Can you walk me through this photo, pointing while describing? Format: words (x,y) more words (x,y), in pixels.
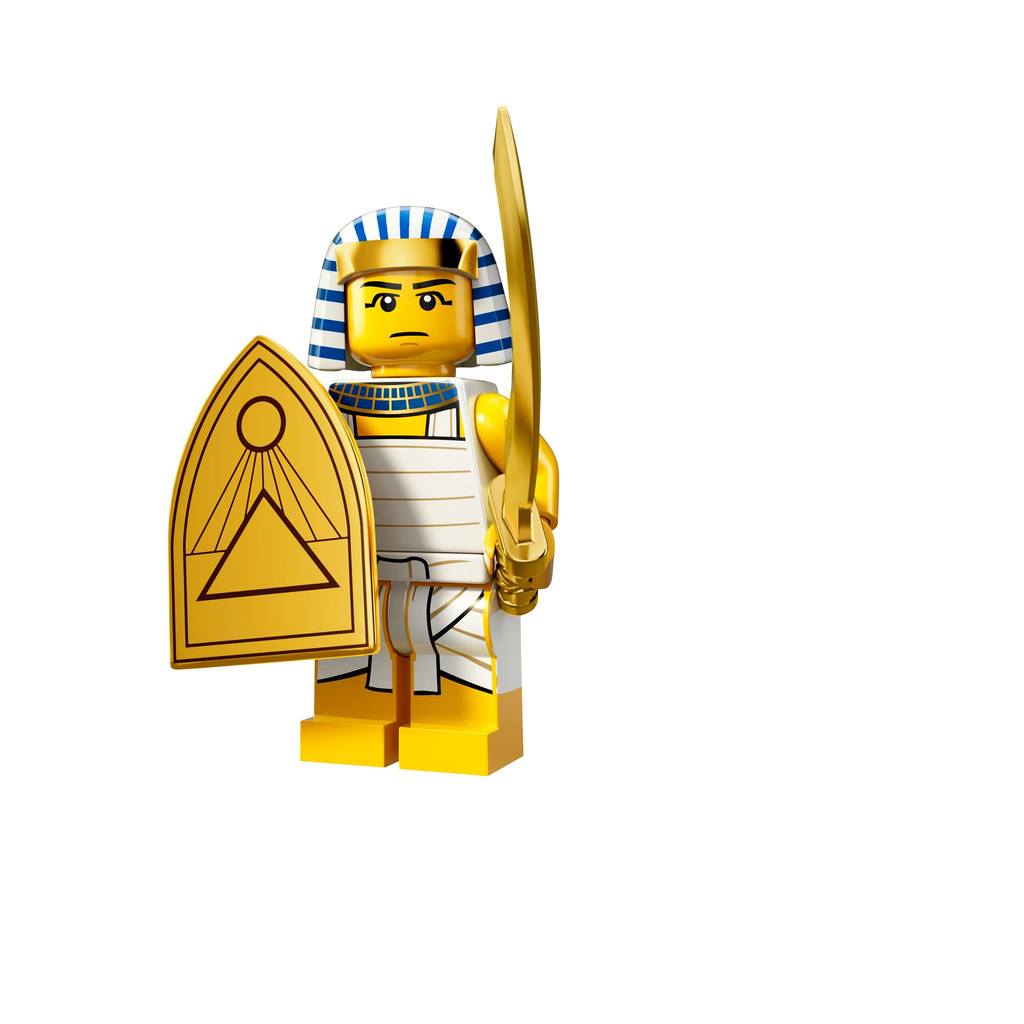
In this image we can see a cartoon (429,536).
